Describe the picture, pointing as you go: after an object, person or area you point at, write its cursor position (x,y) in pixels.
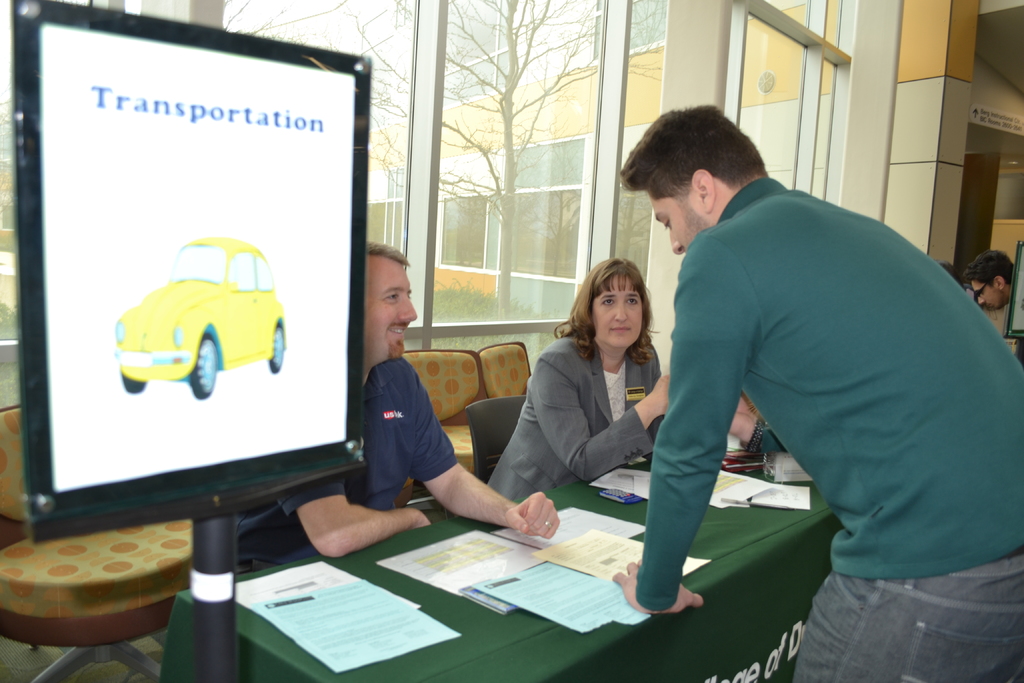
In this picture we can see two persons (563,420) sitting on the chairs (491,440). This is the table (483,615). On the table (483,615) there are some papers (618,566). Here we can see a person (802,339) who is standing on the floor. This is the screen (142,286). On the background (438,238) we can see a building (483,199). And this is the glass (373,161).
